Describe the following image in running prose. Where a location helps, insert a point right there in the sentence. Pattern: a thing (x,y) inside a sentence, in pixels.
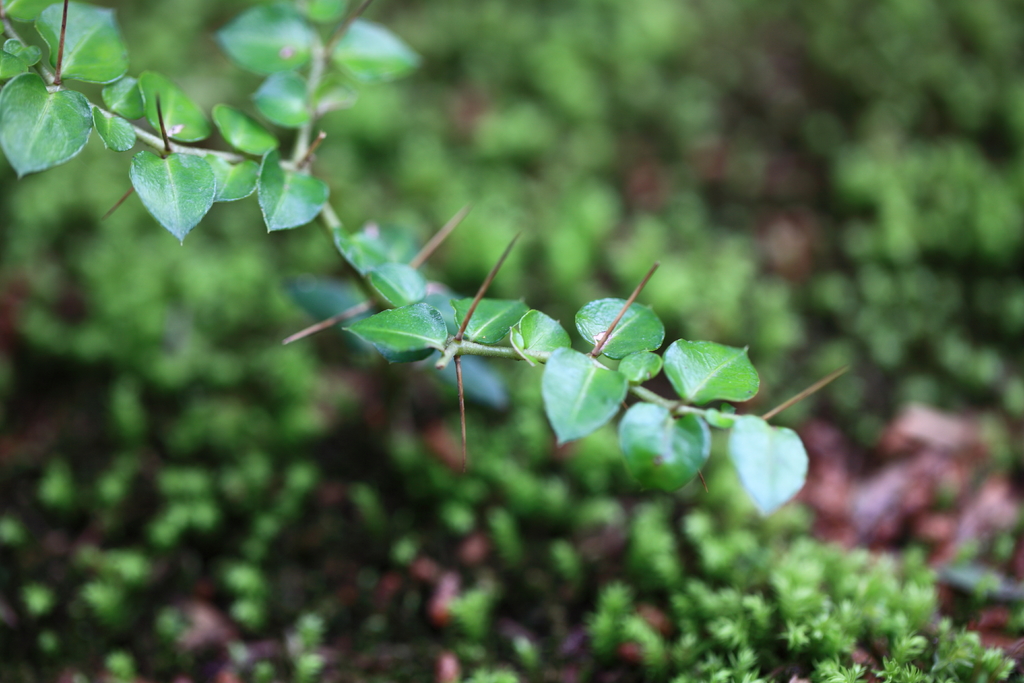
In this image I can see leaves (353,322) in green color, background (489,251) I can see plants (514,229) in green color.
